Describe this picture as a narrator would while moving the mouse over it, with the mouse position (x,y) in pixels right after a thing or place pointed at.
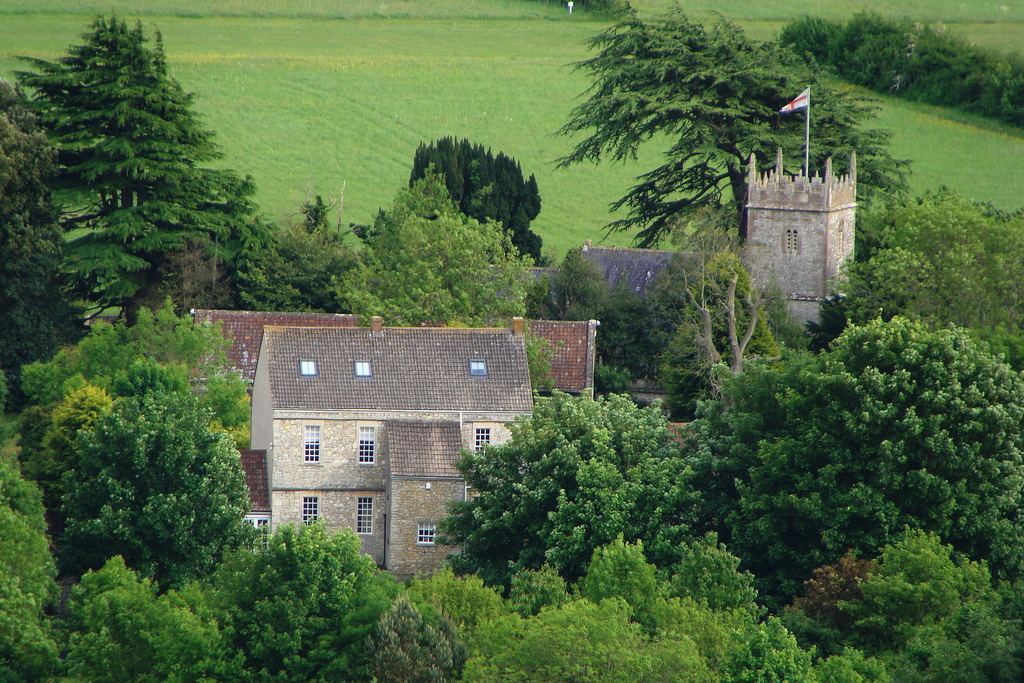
In the picture we can see, full of trees (797,645) in the middle of it, we can see a house building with windows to it and near it, we can see a historical building (751,270) and on the top of it we can see a flag (804,105) to the pole (805,180) and behind it we can see a grass surface (177,53).
